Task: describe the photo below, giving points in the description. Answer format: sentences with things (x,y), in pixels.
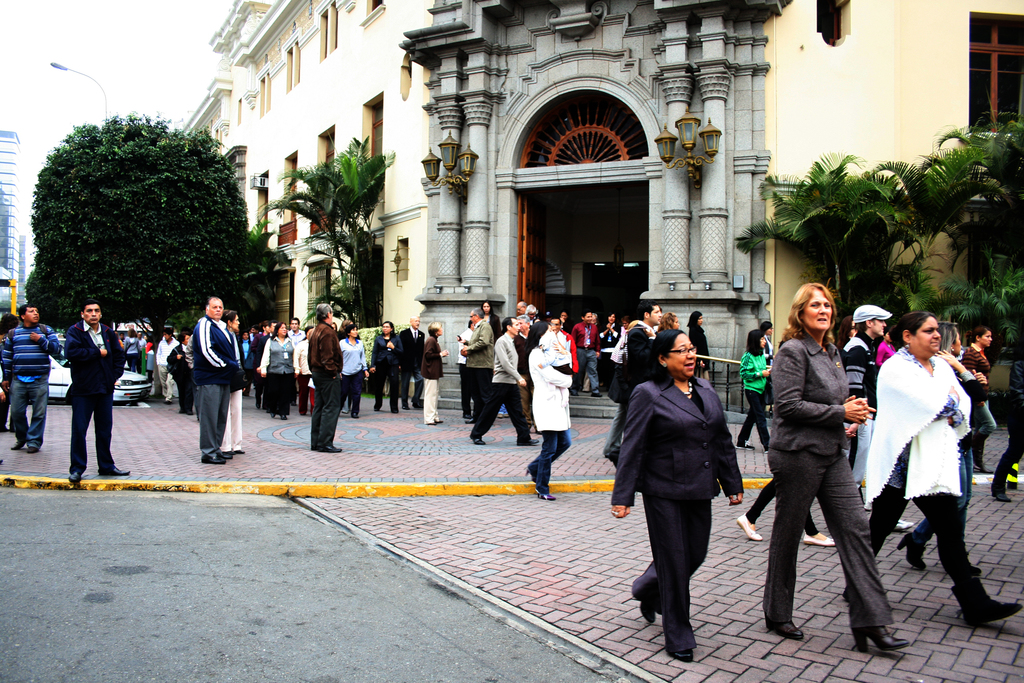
In this image we can see few people (539,491) on the pavement (346,455), there are few trees (369,212), buildings (2,207), lights (692,148) attached to the building (756,117), a vehicle (57,374) on the road (142,595), a light pole (58,66), and the sky (151,48) in the background (39,45).
